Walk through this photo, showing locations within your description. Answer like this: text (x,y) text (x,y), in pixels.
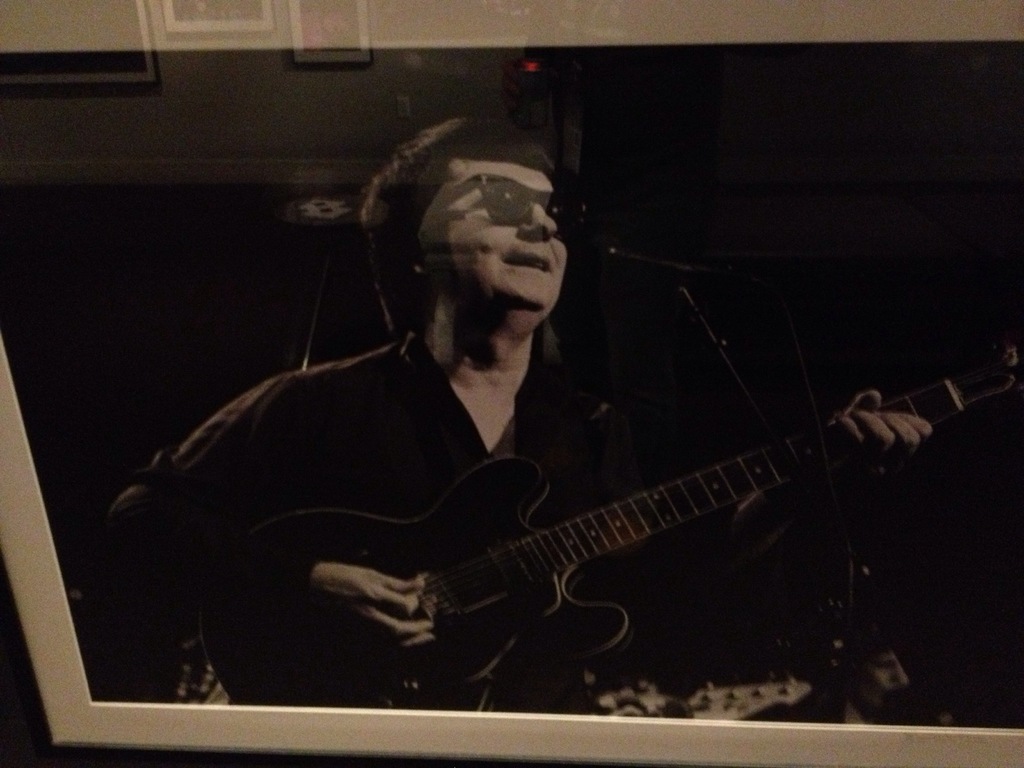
In this image I can see a person (628,460) holding a guitar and he is smiling and at the top (47,79) I can see photo frames (47,79) attached to the wall (477,106).
